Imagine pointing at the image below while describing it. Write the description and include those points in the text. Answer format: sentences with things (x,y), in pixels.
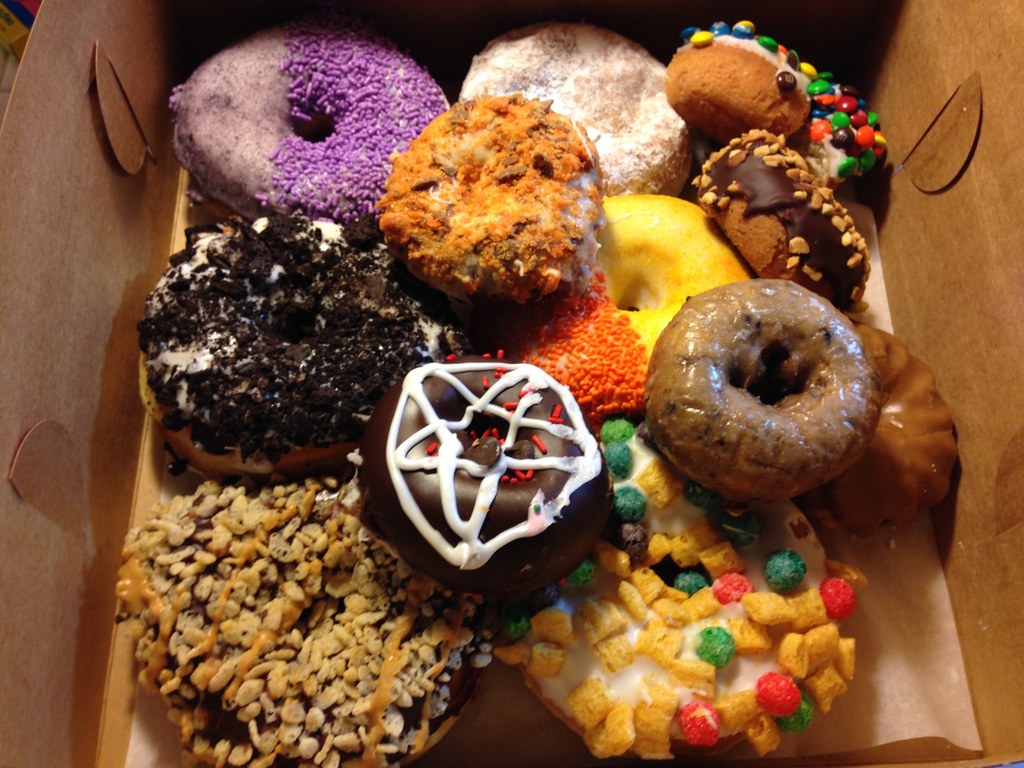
In the image there is a cardboard box (151,76) with different types and colors of doughnuts (691,343).
